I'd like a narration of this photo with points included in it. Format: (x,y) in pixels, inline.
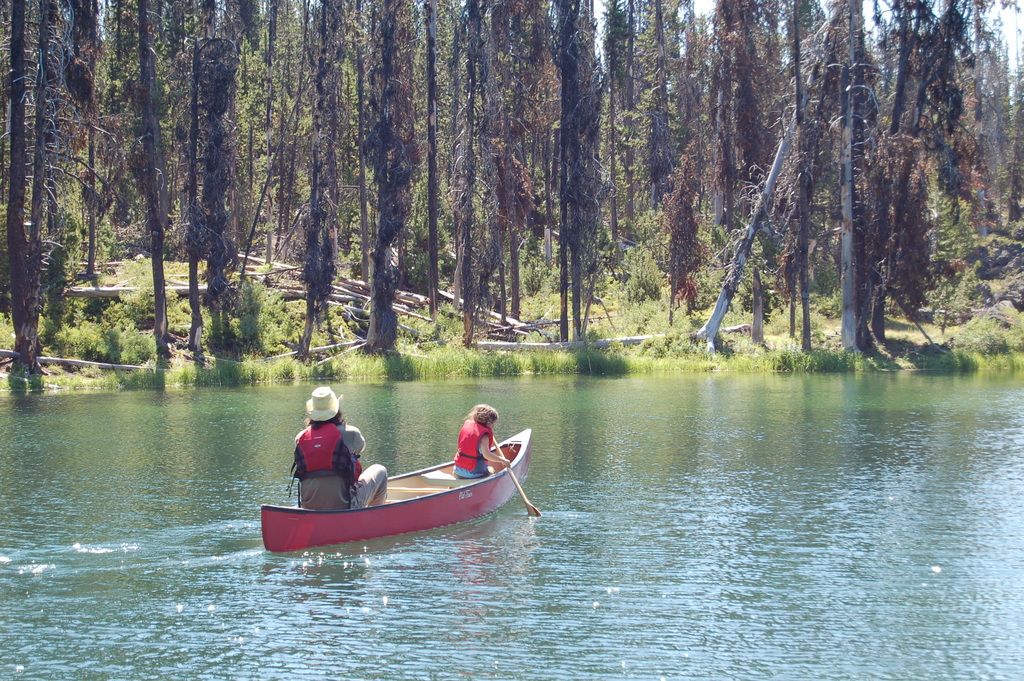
In this picture there is a man (375,483) and a woman (458,465), in a boat (413,492), by holding oars (514,475) in their hand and the boat (494,491) is on the water (619,488) and there are trees (381,199) in the background area of the image (525,270).
